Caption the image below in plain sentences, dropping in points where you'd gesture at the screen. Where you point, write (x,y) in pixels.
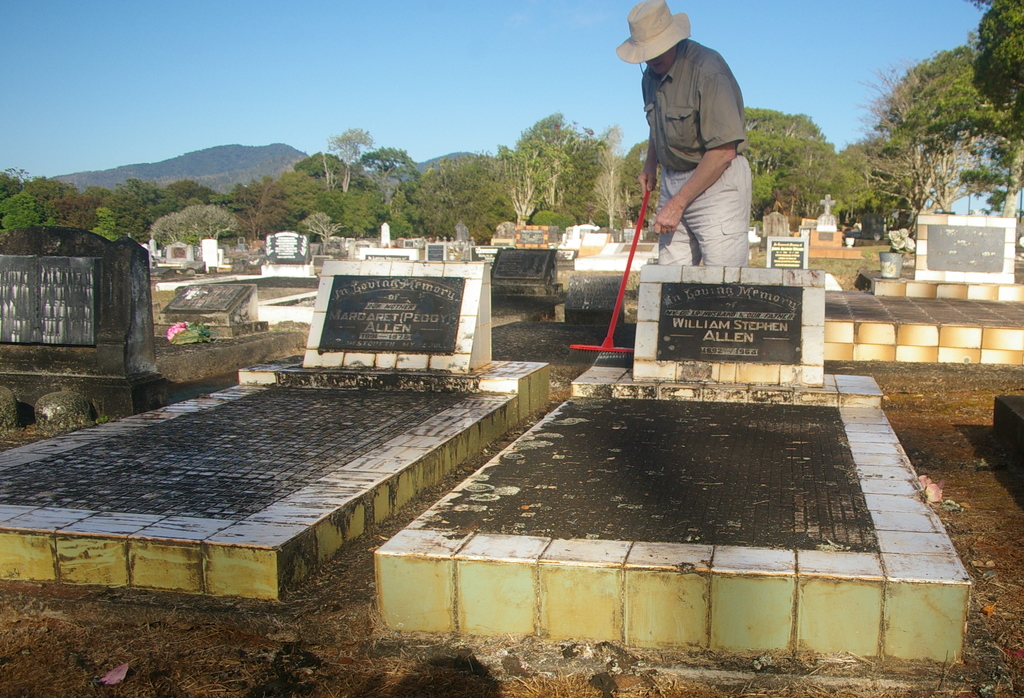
In this picture we can see some graves (143,350). We can see flowers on one of the graves (186,314) on the left side (206,315). There is a person (665,255) holding a wiper (609,324) in his hand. Few trees (511,186) are visible in the background (818,188). Sky (57,145) is blue in color.
